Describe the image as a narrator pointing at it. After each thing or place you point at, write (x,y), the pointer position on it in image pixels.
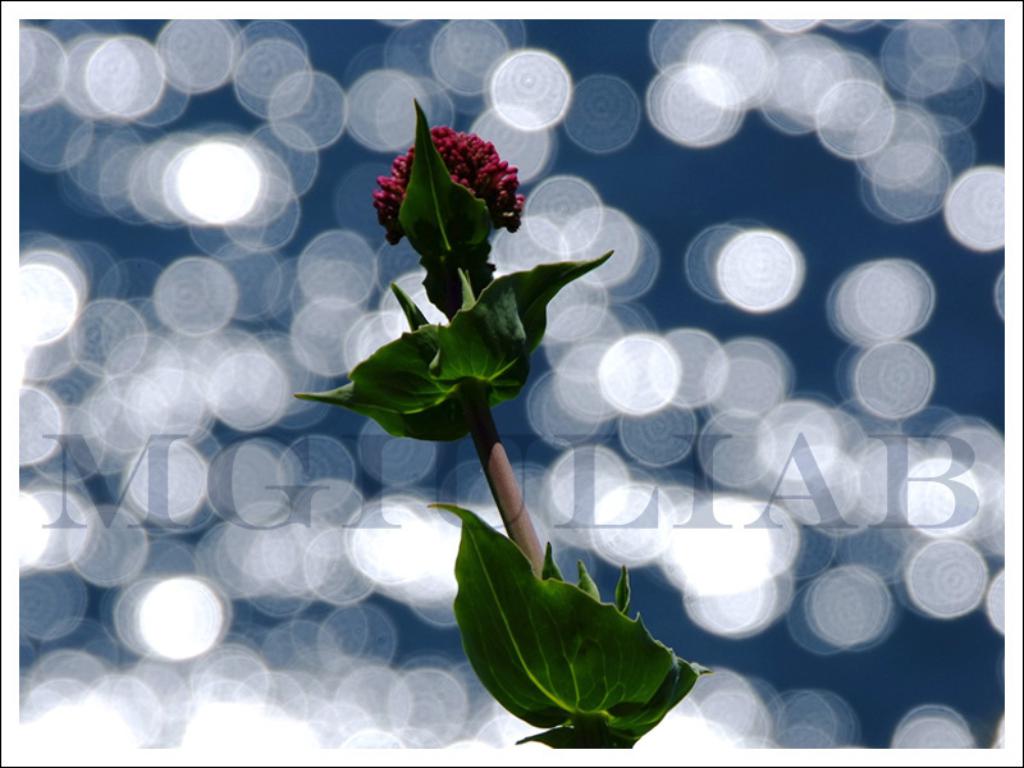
In this picture we can see a flower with leaves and in the background (146,524) we can see it is blurry.
